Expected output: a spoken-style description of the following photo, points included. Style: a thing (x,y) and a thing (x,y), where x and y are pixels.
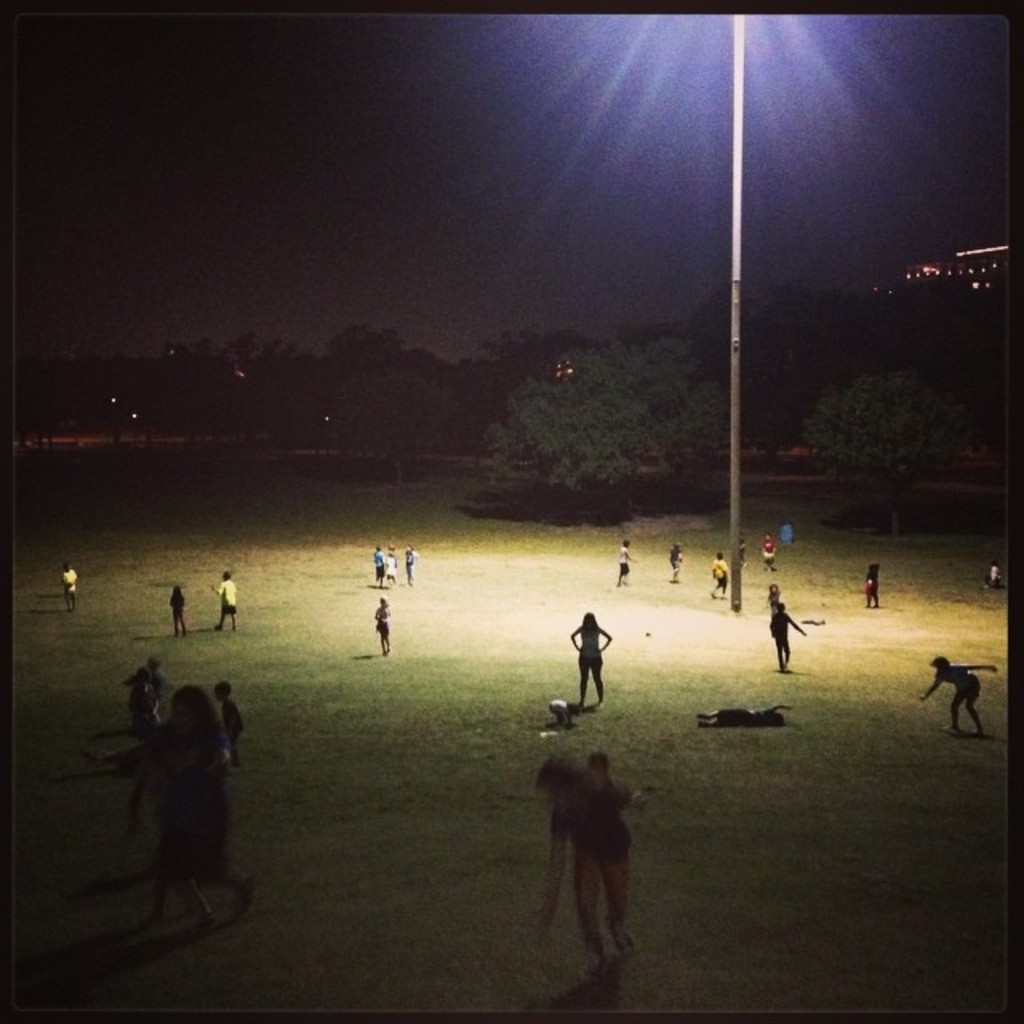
In this picture we can see some boys (380,604) and girls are playing in the ground (442,659). Behind we can see some trees (743,362). On the top (736,25) we can see tall light pole (741,48).
